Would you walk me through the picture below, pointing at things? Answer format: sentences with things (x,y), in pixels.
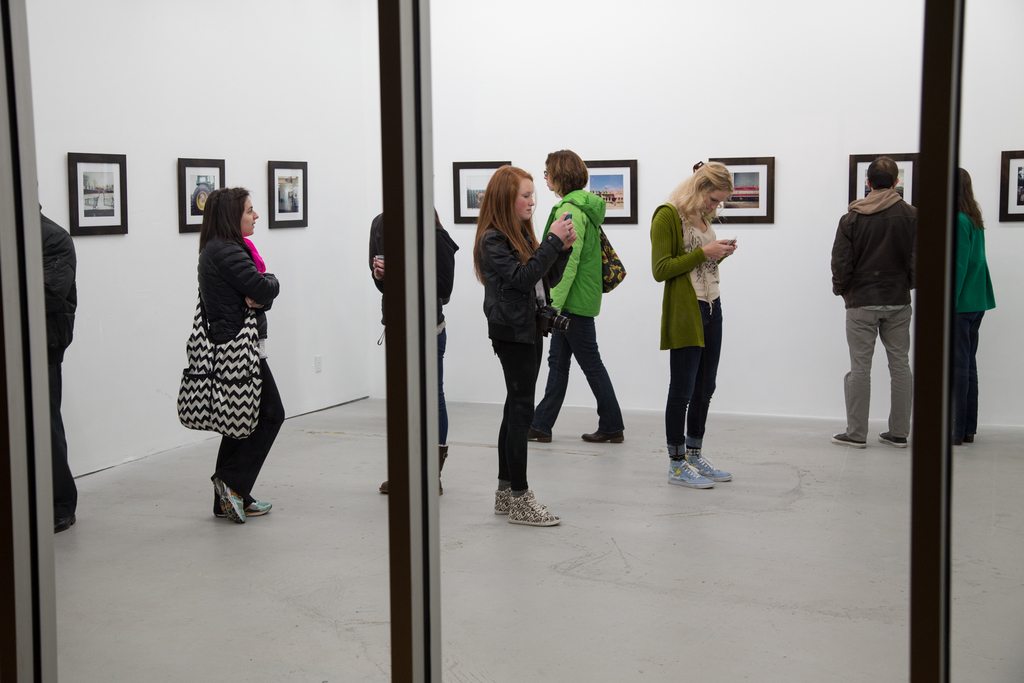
This picture describes about group of people (518,325), few people (692,270) holding mobiles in their hands (566,230), behind them we can find few frames (297,218) on the wall (575,138).
